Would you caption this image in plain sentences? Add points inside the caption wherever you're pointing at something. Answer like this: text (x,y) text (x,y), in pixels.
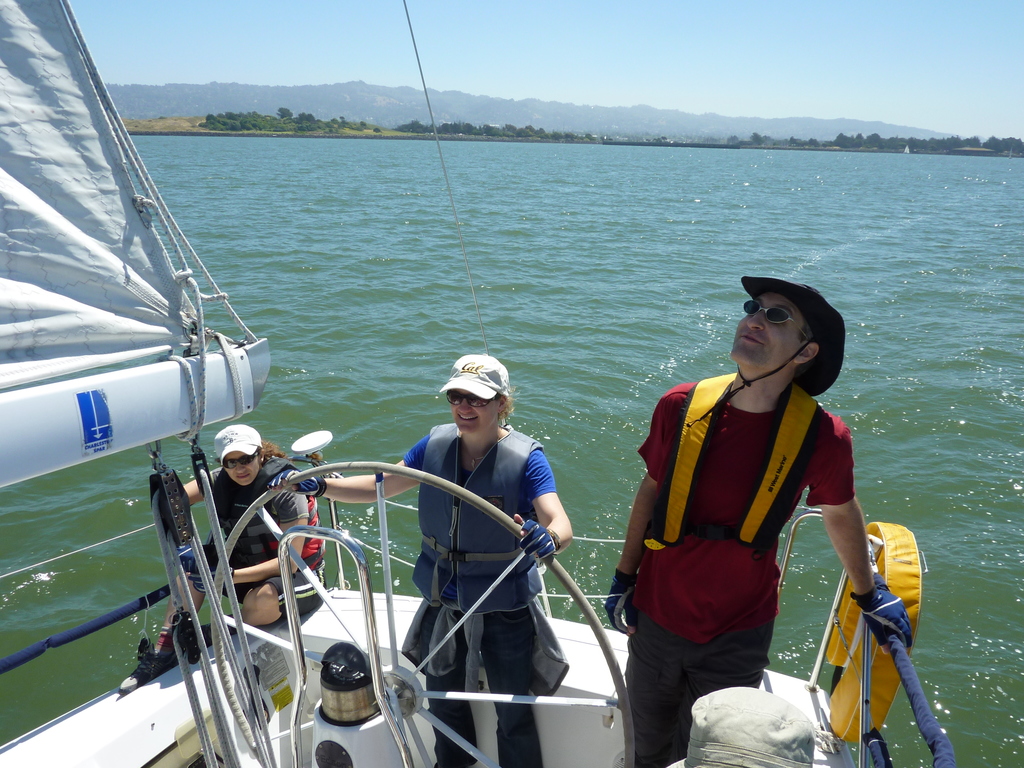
In this image we can see a boat (597,654) on the water (505,311) and there are three persons (341,492) in the boat (590,672), a person (564,665) is holding a steering wheel (482,695) of the boat (339,576) and there are few trees (232,115), mountains (209,90) and the sky (628,68) in the background (592,84).
